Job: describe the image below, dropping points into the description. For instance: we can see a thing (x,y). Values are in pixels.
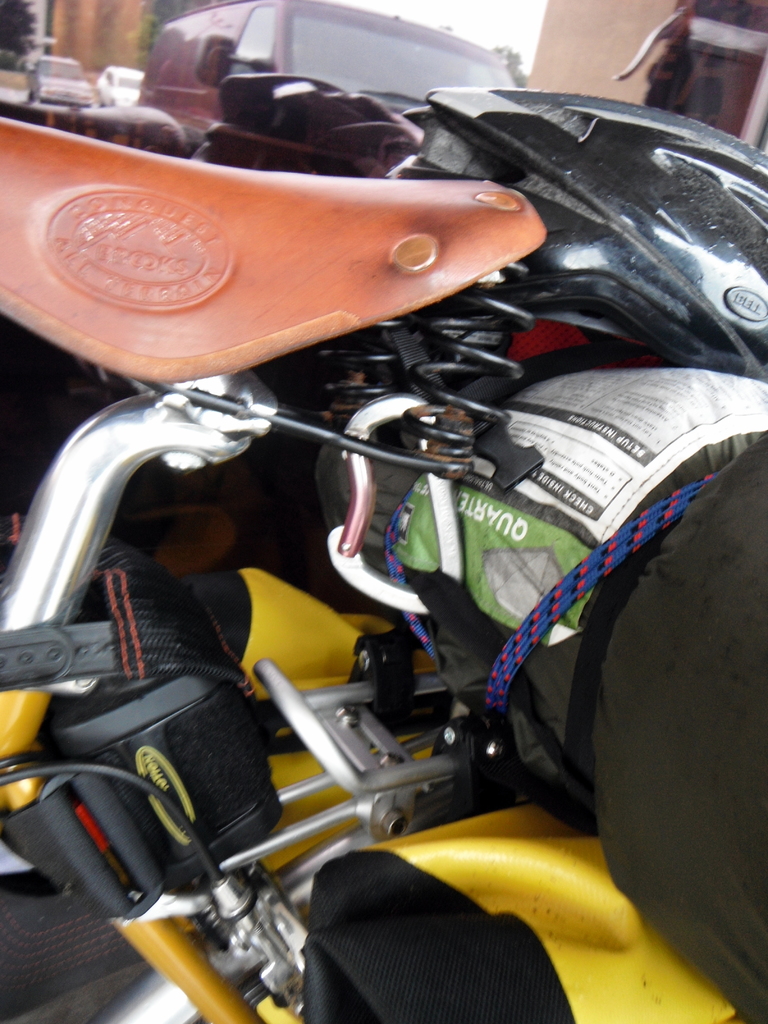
We can see cloth (624,636) is tied with a rope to the bicycle (124,1002) and on the cloth (648,666) we can see a helmet (572,254). In the background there are trees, vehicles (279,32), wall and sky (404,13).
